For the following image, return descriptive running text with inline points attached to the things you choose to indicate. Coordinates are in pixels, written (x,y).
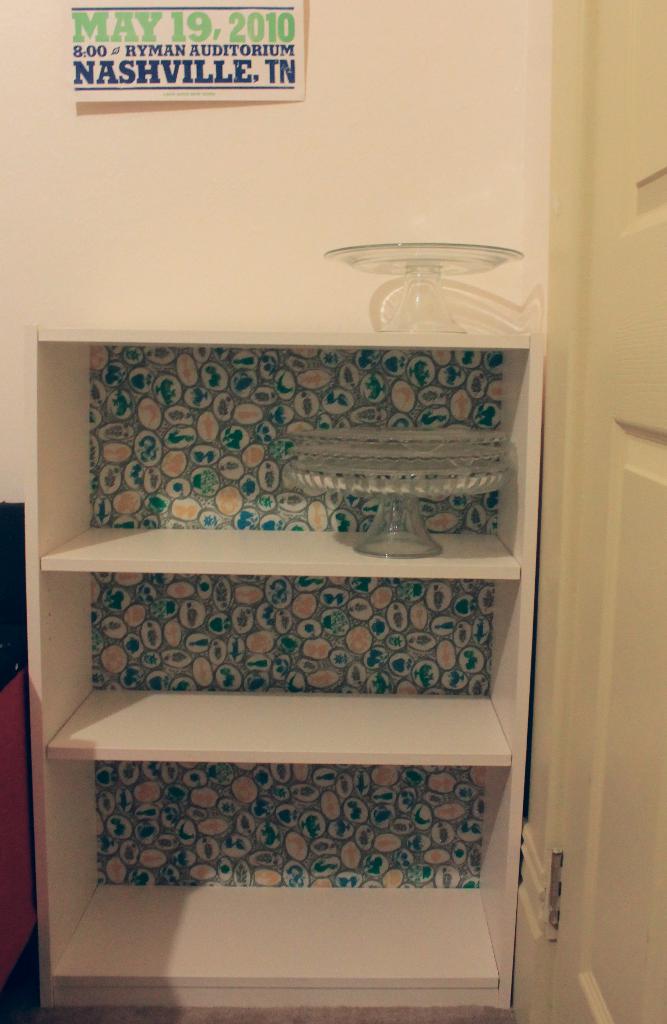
In this image we can see cake stands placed in the rack (245,833). In the background (303,220) there is a wall (239,112) and we can see a board (119,50) pasted on the wall (193,159). On the right (596,458) there is a door (576,708).
